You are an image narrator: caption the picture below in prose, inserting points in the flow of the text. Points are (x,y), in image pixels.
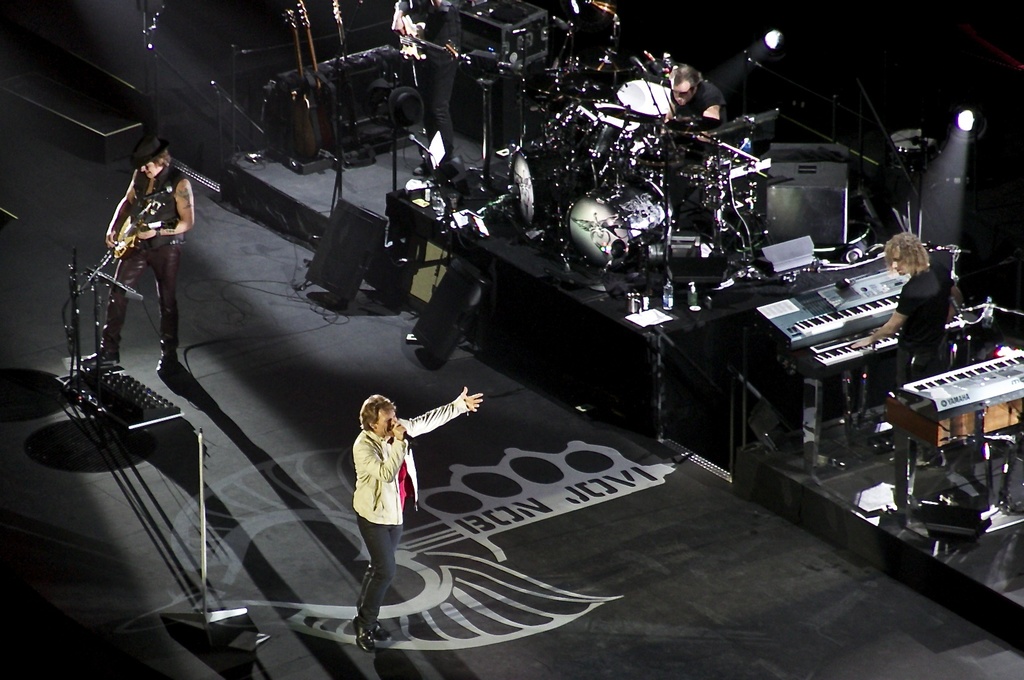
Here we can see a man (375,480) standing and holding a microphone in his hand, and at side a person (140,208) is playing the guitar (122,229), and in front a person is sitting and playing musical drums (573,201), and here a person (919,329) is playing the piano (858,315).
